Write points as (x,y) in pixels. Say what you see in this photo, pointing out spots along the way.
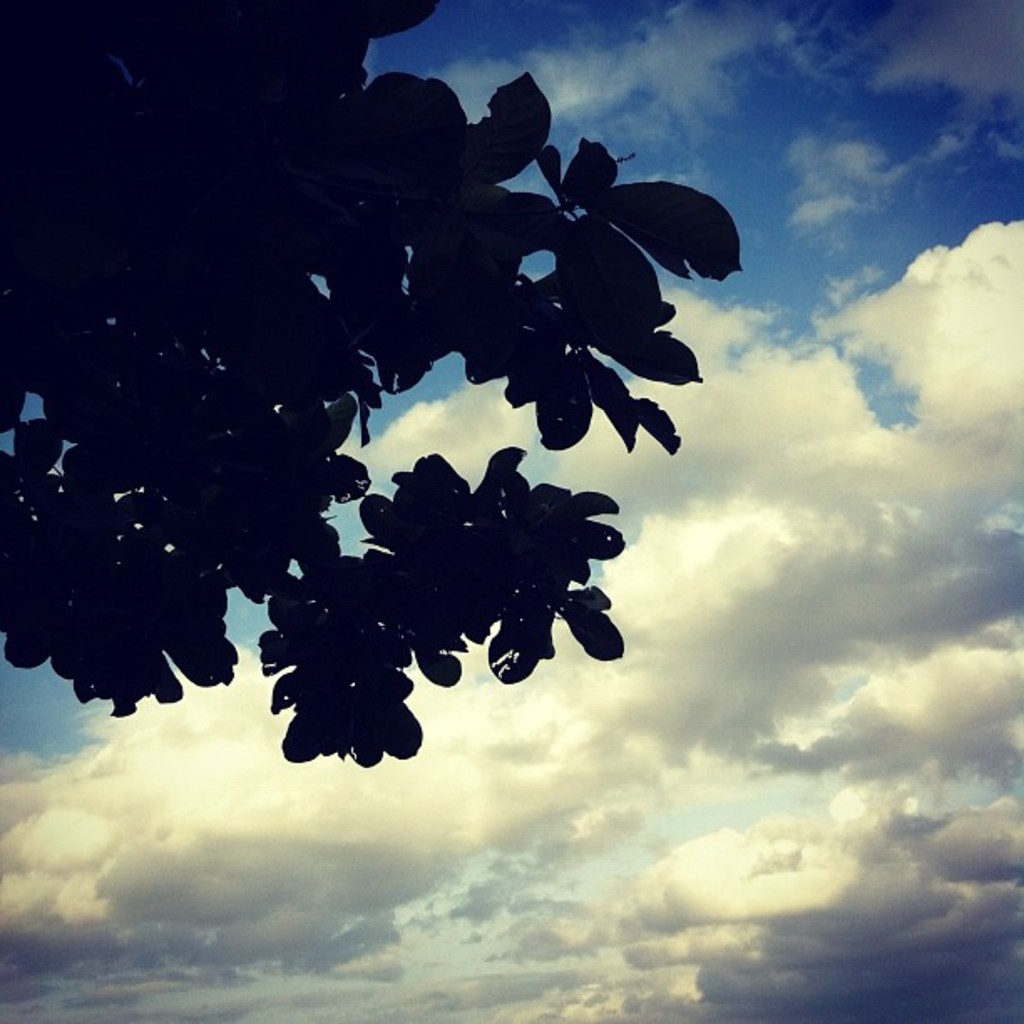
In this image we can see, in the foreground (56,45) there are many leaves (214,111) of a tree (272,25) and the background (866,161) is the sky (836,150).
